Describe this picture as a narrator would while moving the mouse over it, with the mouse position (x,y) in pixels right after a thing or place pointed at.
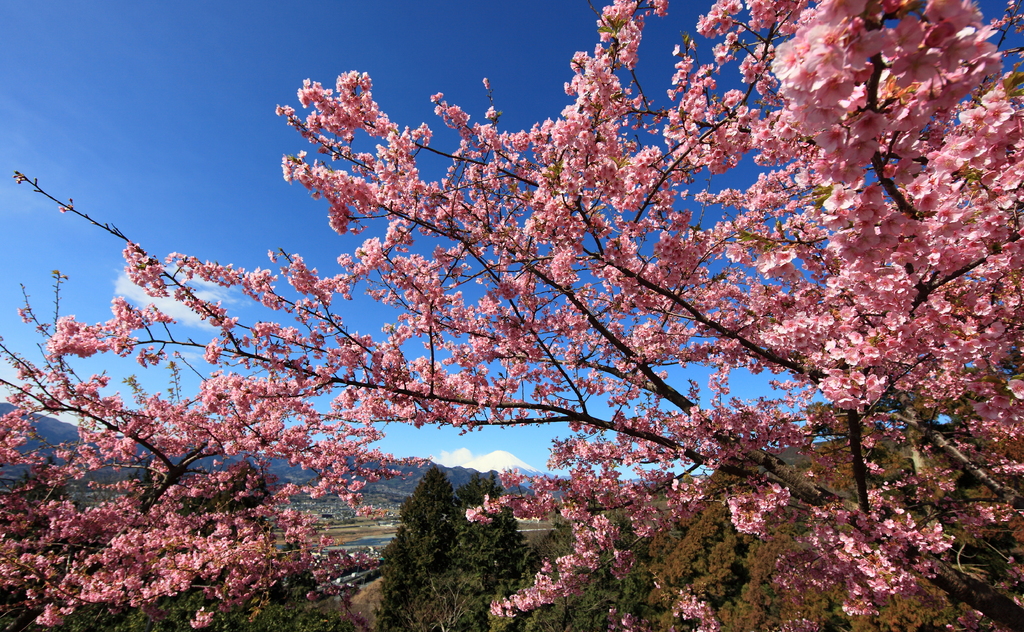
In this image there are flowers (563,246) on the branches (234,337) of a tree (531,280), in the background of the image (437,547) there are trees (392,540) and mountains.
